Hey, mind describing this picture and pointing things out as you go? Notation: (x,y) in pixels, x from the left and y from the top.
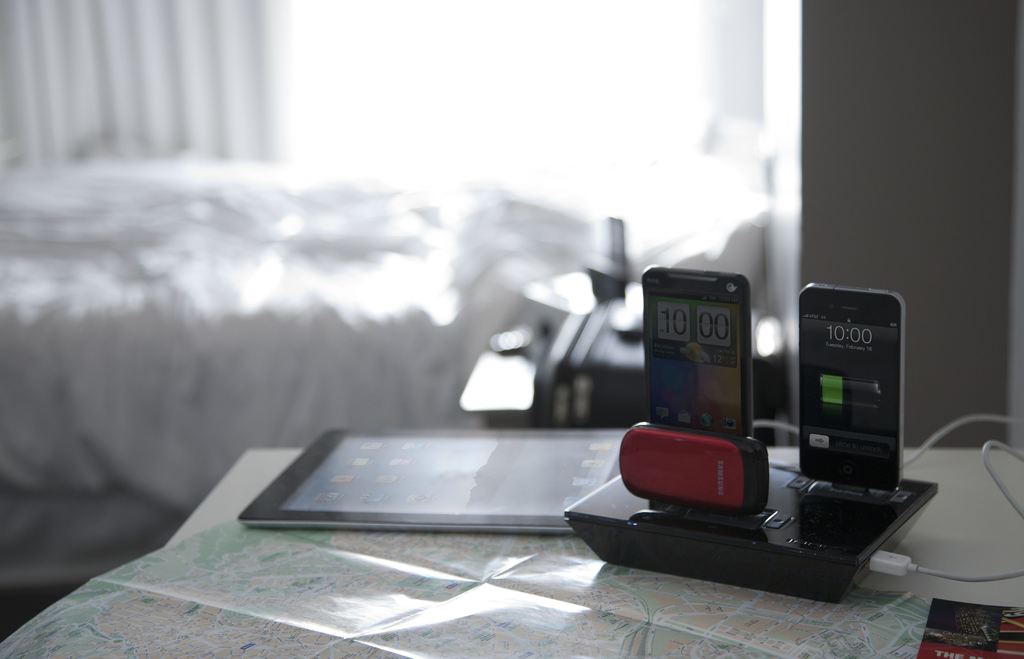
In this image there is a table (207,505) on which there is a map (215,640), tablet (433,483) and charging port (794,539) for charging the mobiles (809,372). At the background (897,77) there is a wall (891,89).
